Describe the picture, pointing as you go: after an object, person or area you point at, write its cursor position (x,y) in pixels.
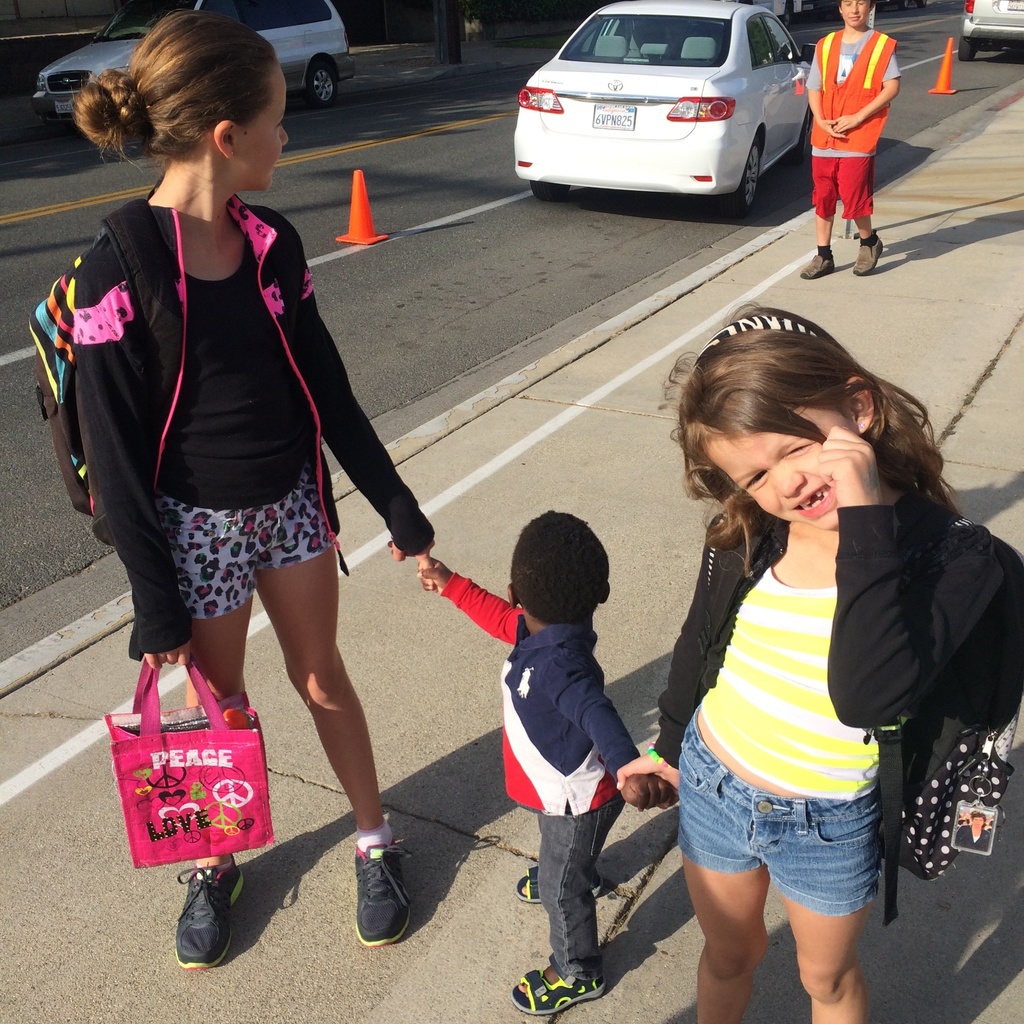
In the image there are three people (663,719) in the foreground (405,607), they are standing on the footpath (633,405) and behind them there is another person (824,200) and beside the footpath (770,243) there are vehicles (594,138) on the road (515,251).
